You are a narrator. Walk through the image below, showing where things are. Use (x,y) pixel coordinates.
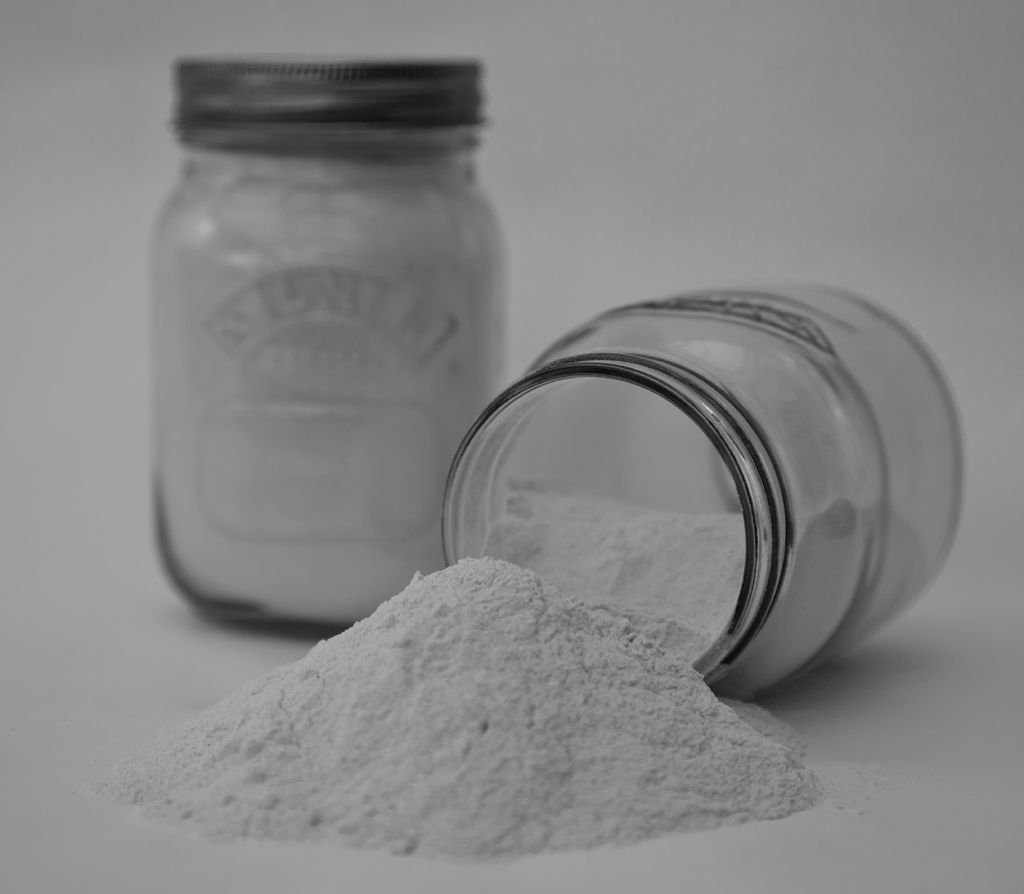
Here there is powder (687,517) in the container (667,442), here there is white color background.
